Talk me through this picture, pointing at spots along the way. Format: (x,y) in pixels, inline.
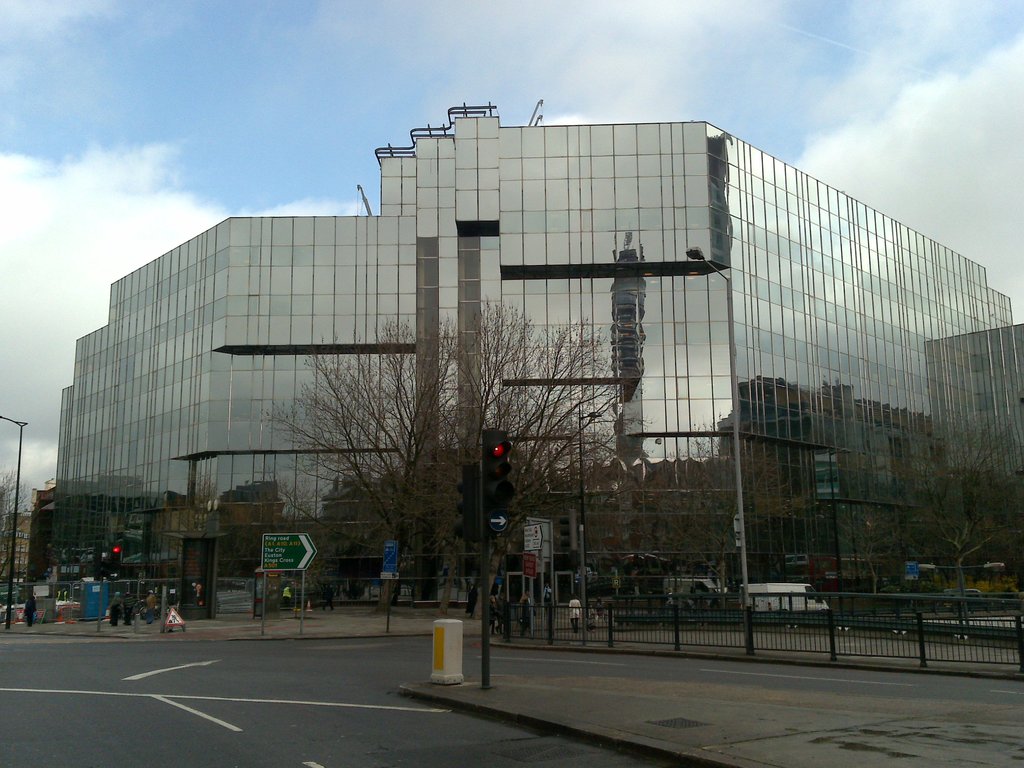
In this image in the front (485,566) there is a signal pole (483,593). In the background (188,446) there is a fence (695,640), there are boards (394,571) with some text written on it, there are trees (457,564), poles (582,514), persons (500,622) and there is a building (707,434). There are vehicles (819,604) moving on the road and the sky (30,211) is cloudy.
